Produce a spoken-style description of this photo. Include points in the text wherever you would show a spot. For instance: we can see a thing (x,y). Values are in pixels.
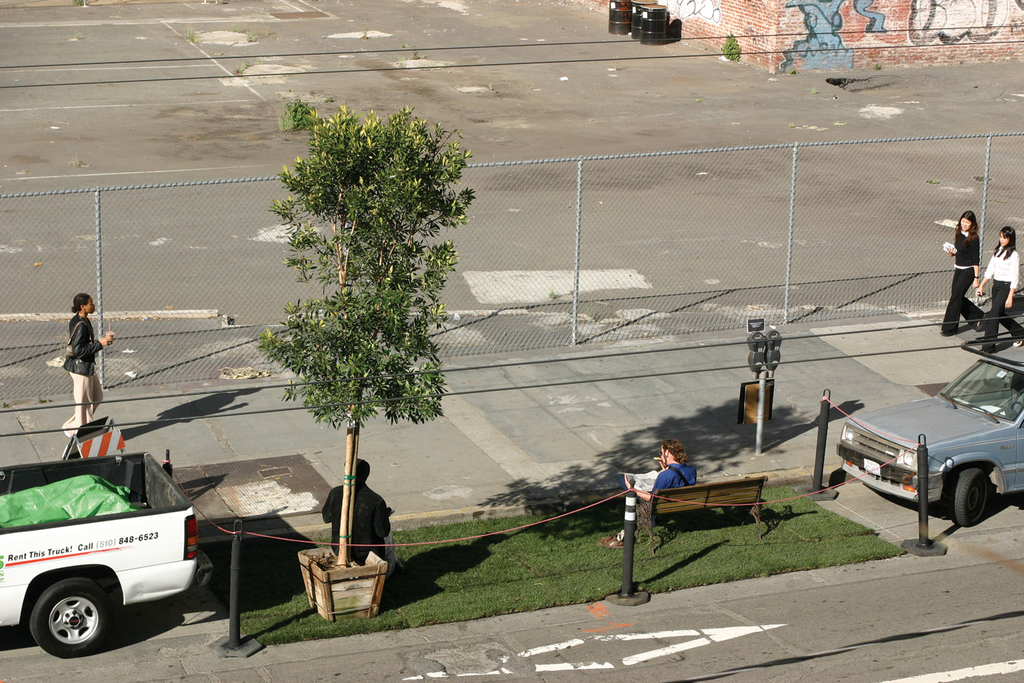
This picture shows three woman (967,307) walking on the sidewalk (14,451) and we see a man (685,479) seated on the bench (760,513) and reading a paper (648,471) and we see other man (383,543) seated under the tree (376,340) and we see two cars (973,479) parked on the side and we see metal fence (907,234) which is separating sidewalk (280,382) and a parking lot (15,171).
